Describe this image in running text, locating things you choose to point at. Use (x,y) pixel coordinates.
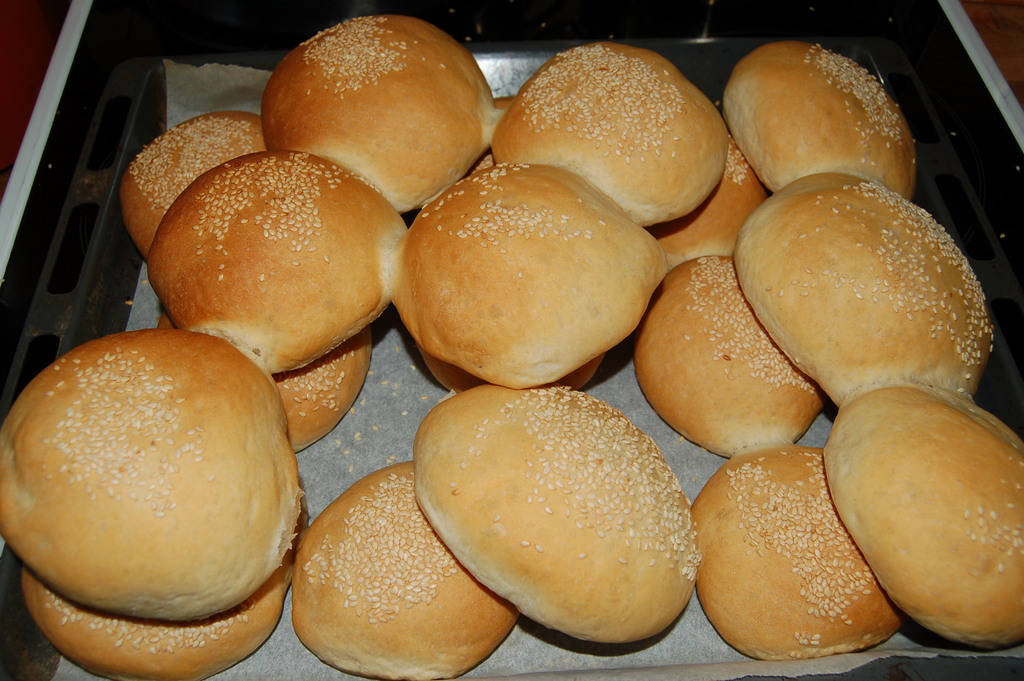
In this picture we can see buns (841,163) and paper (174,95) in a container (135,129).
